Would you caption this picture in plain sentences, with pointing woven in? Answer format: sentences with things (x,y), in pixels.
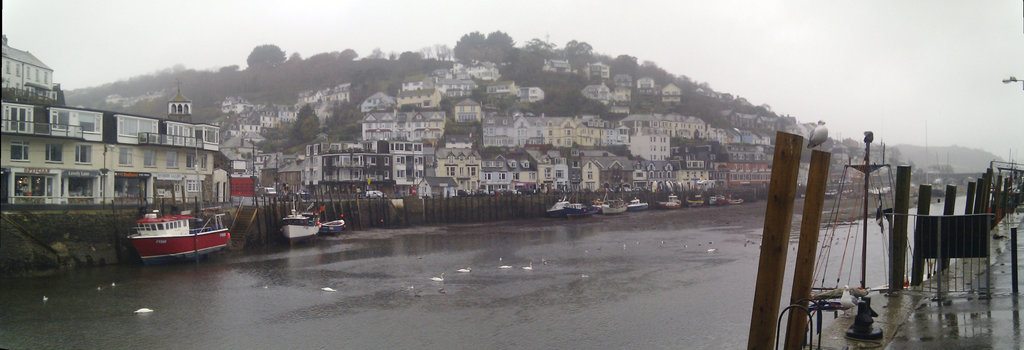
In this image we can see some boats (343,228) and ducks (527,268) on the surface of the water (351,300). In the background (268,152) we can see many houses (478,104) and also trees (698,101). Sky (931,29) is also visible.
